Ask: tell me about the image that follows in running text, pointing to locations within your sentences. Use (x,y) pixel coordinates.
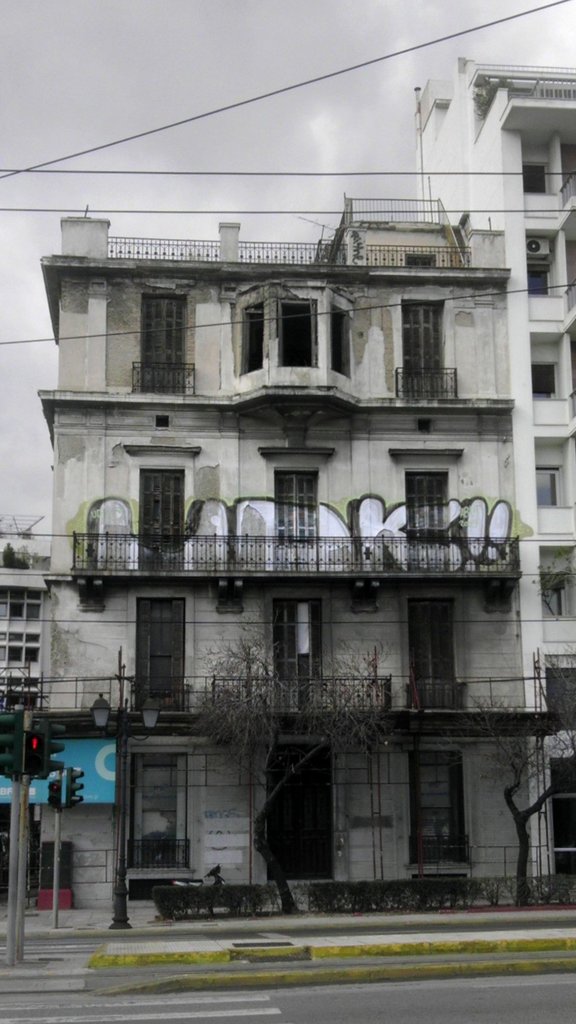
In this picture we can see the buildings (349,540), balconies (349,540), windows (346,334), doors (439,616), poles (119,694), lights (145,716), text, traffic lights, wires (537,173), trees (305,690). At the bottom of the image (182,905) we can see the bushes (339,896), motorcycle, grass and the road (569,1006). At the top of the image (233,122) we can see the clouds (369,137) in the sky (137,174).
